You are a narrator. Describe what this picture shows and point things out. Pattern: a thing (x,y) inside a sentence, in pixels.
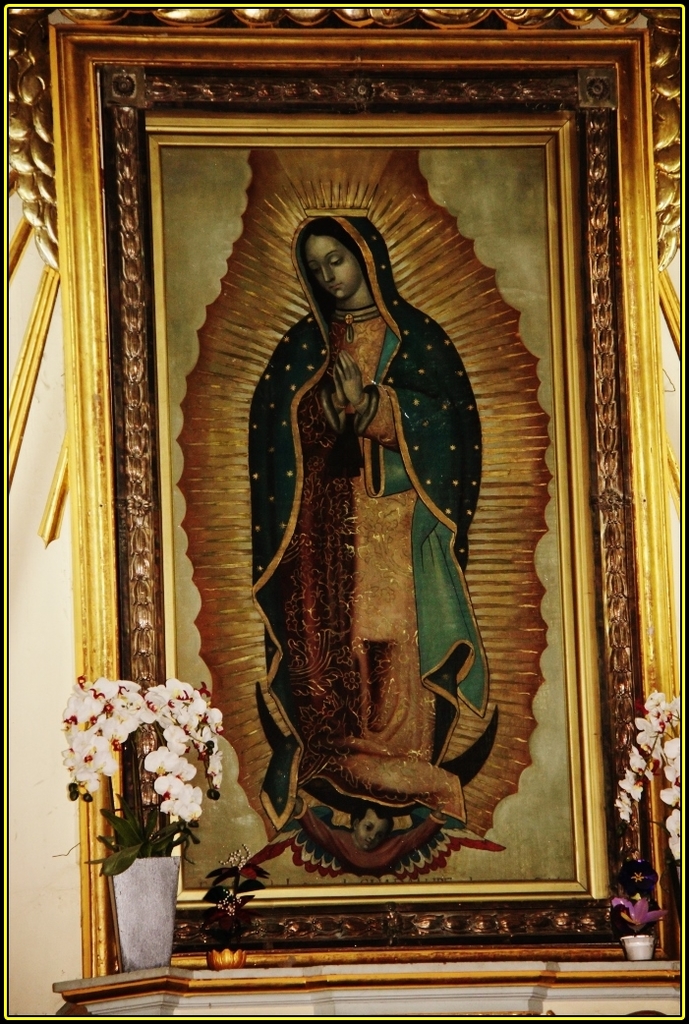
In this image we can see the frame (631,317) and photo of god (490,472). And on the bottom left hand corner (148,825) we can see plant (191,822) and flowers (159,762).
